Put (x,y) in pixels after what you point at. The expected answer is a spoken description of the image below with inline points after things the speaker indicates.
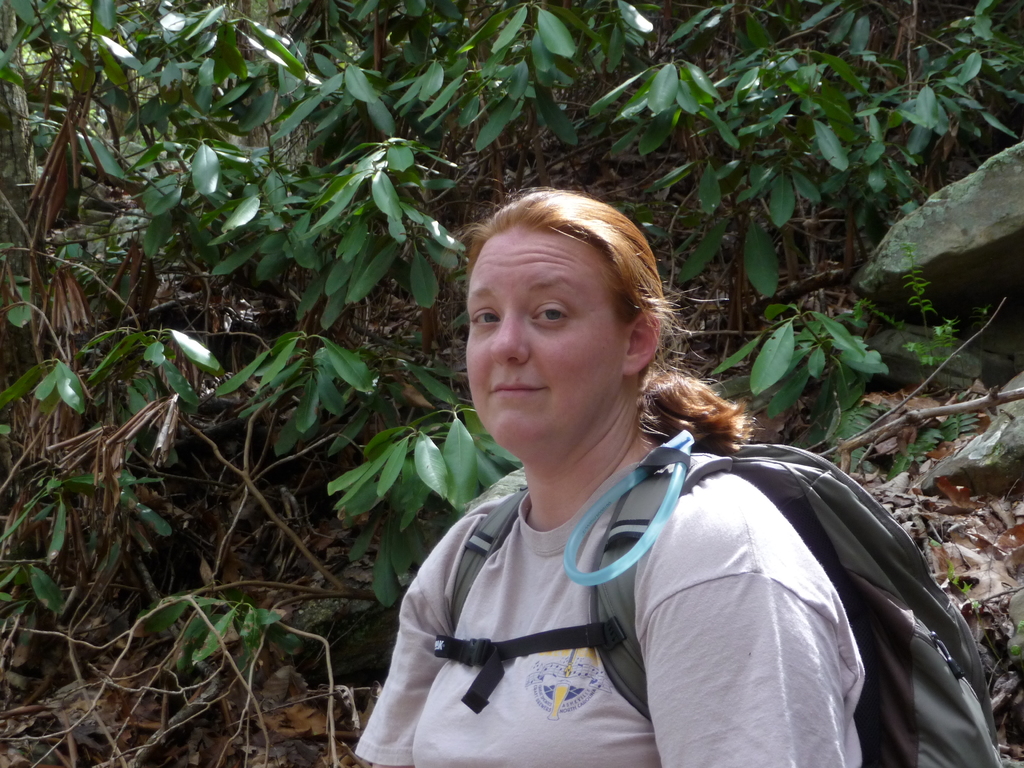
In this image there is a lady (536,680) carrying backpack (879,574). In the background (487,114) there are trees (610,44).
